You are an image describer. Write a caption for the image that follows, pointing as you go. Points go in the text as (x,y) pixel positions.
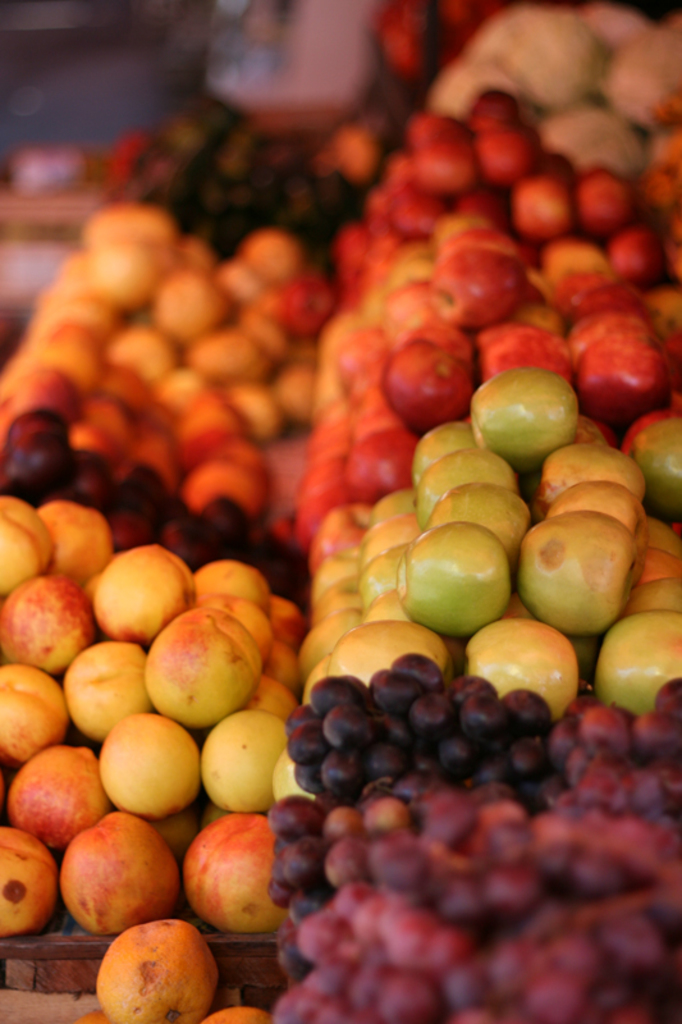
In this picture there are apples (405,579) and grapes (661,950). The background (60,53) is blurred.
